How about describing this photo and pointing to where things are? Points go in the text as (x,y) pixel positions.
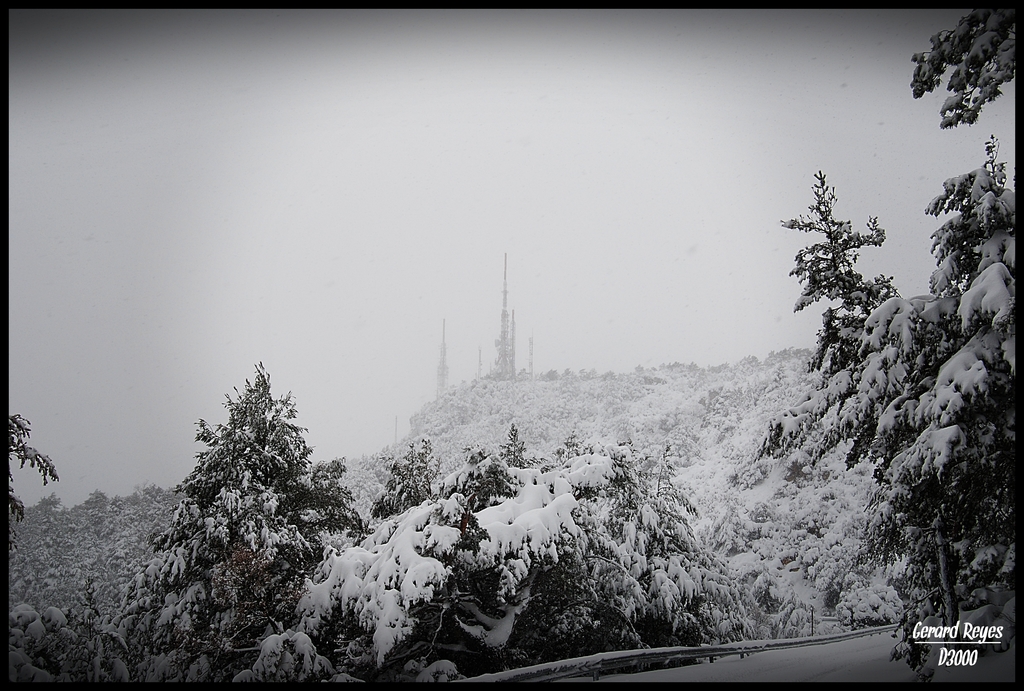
This image is a black and white image. This image is taken outdoors. At the bottom of the image (783,660) there is a road (848,659). In the middle of the image (517,435) there are many trees (350,485) and plants (756,574) covered with snow (956,267). At the top of the image (420,198) there is a sky (697,198).
